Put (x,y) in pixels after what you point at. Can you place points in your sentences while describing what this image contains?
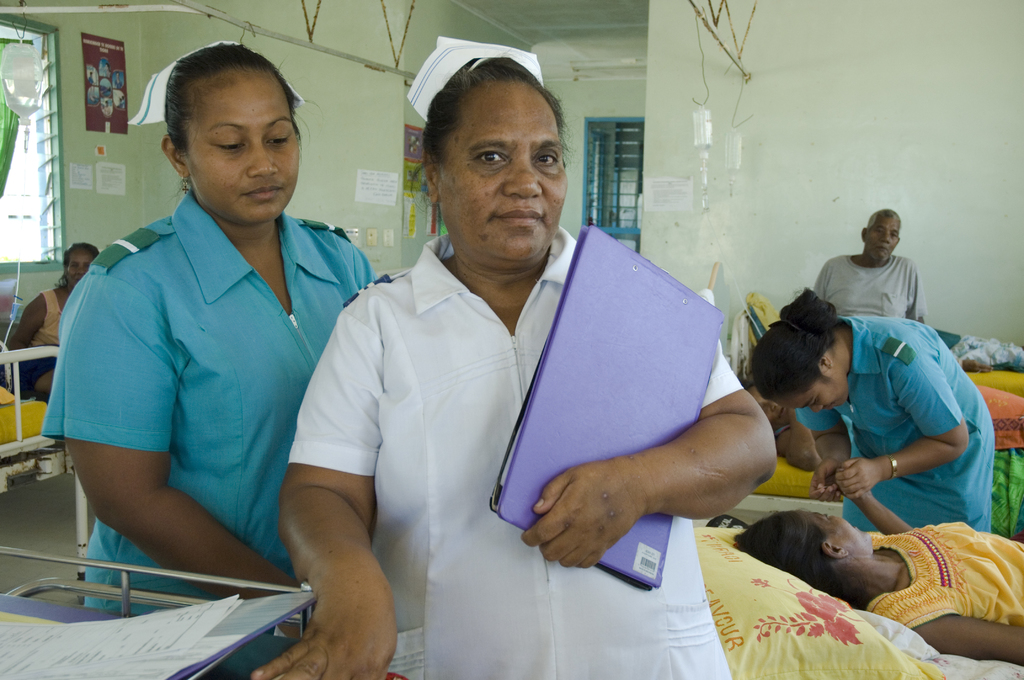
In this image in front (379,418) there are two people (366,458). Behind them there are people (941,611) lying on the bed (1018,377). On the left side of the image (228,638) there are papers (186,645) on the table (147,643). In the background of the image (705,192) there are saline bottles (695,140). There is a wall (955,115) with posters (407,152) on it. There are windows (19,165).
